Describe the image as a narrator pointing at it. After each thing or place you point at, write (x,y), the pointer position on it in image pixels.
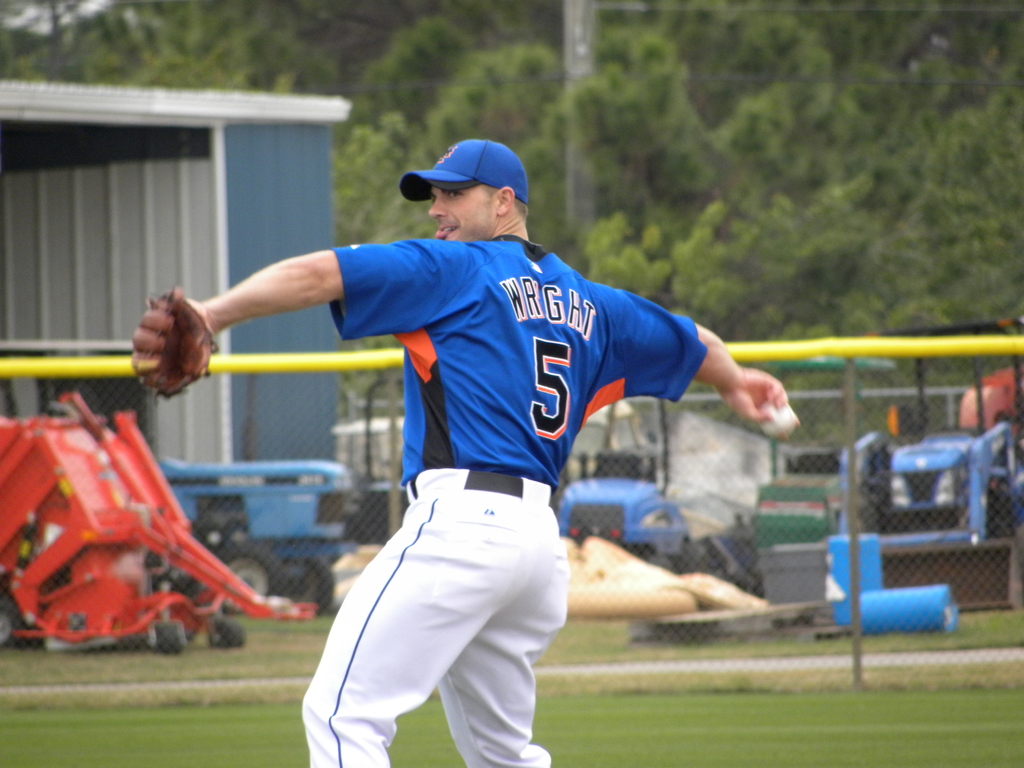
In this image we can see many trees (718,116) and vehicles (877,474). A person (488,680) is holding a ball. There is a shed (143,206) at the left side of the image (279,189).
